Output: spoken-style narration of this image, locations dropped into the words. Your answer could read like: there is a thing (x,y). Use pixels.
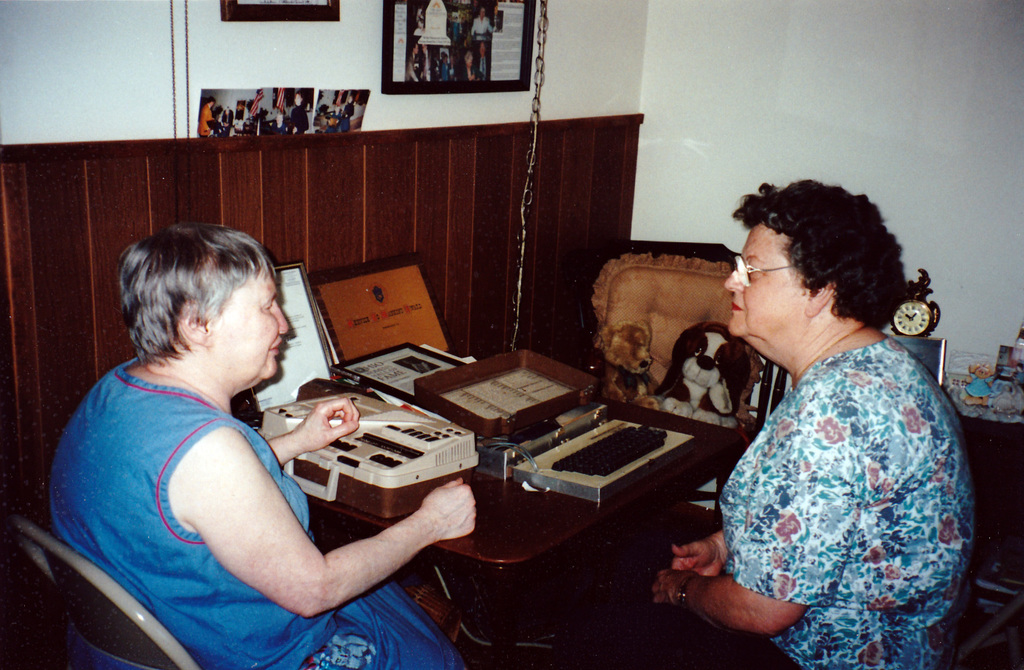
Two women (185,414) are sitting at a table (534,513). There are some equipment (349,448) with boxes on the table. There are two certificate frames (386,325) inclined to a wooden frame (284,237). The frame (284,237) is attached to the wall (400,110) to some height. There are photography (336,116) and photo frames (418,49) on the wall (376,48). There is a pillow (608,302) on a chair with stuffed toys (715,367) of dog (685,354) and bear (625,354) on it.
